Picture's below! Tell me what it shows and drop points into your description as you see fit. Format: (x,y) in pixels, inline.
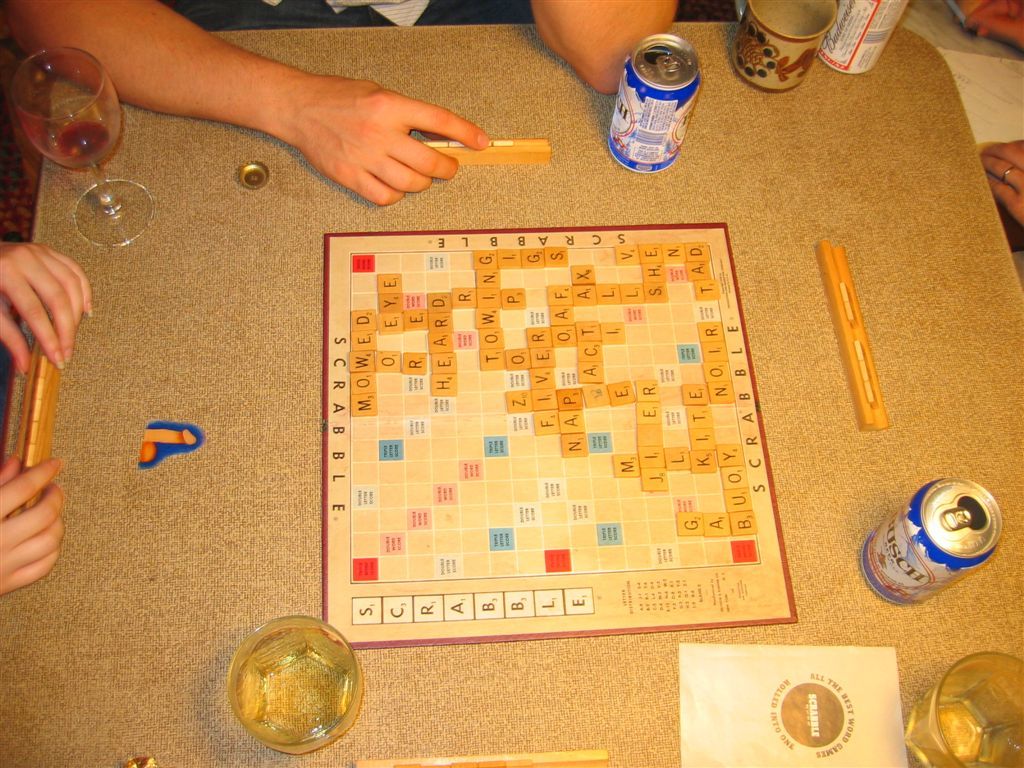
In this picture there is a table (114,324) which has few glasses (343,644) of drinks (987,669) and some other objects (641,423) on it and there are few persons (384,167) holding an object (49,419) which is placed on the table (535,112).
